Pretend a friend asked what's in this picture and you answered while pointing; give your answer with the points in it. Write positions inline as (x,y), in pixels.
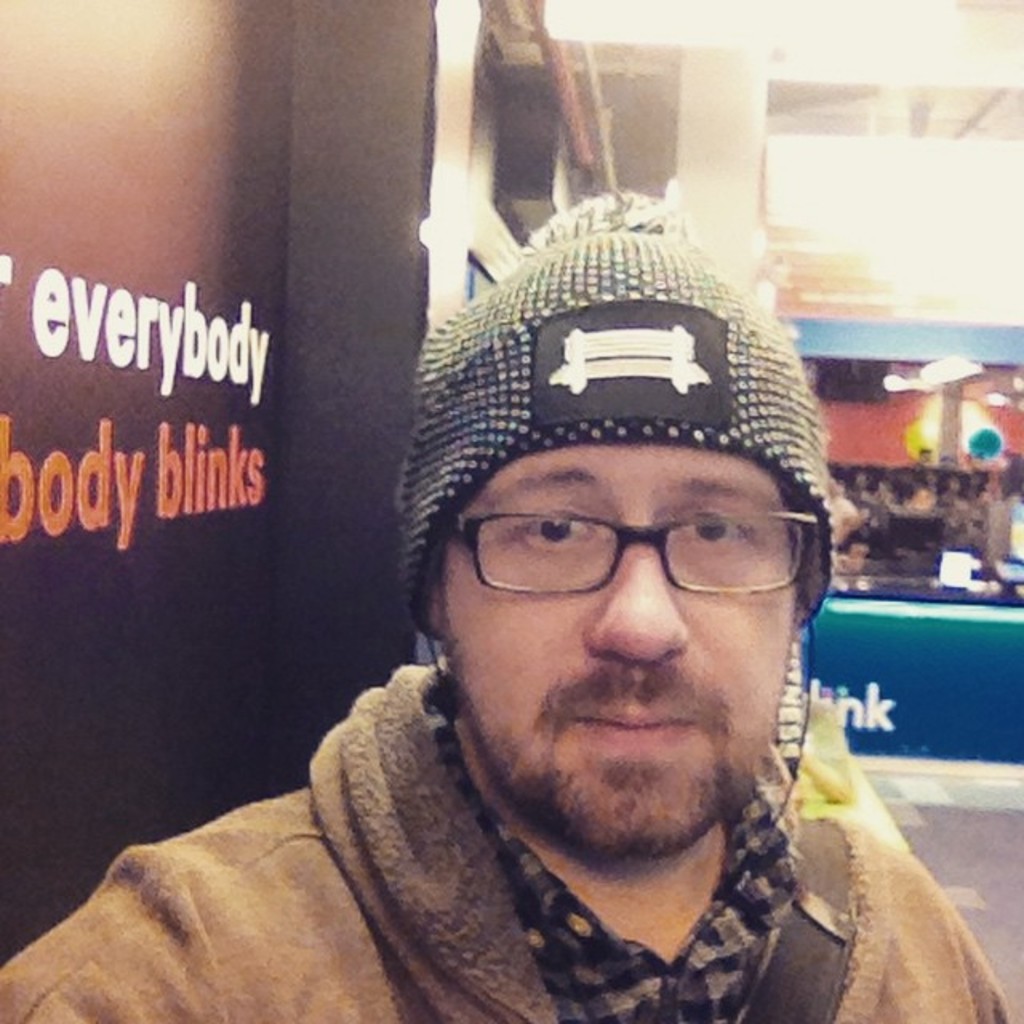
In this picture we can observe a man (544,824) wearing a sweater (350,888), spectacles (510,530) and a cap (562,357) on his head (602,847). On the left side (270,334) there is a wall (91,438). In the background (921,665) there is a desk (898,630). We can observe some lights (944,361) here.
